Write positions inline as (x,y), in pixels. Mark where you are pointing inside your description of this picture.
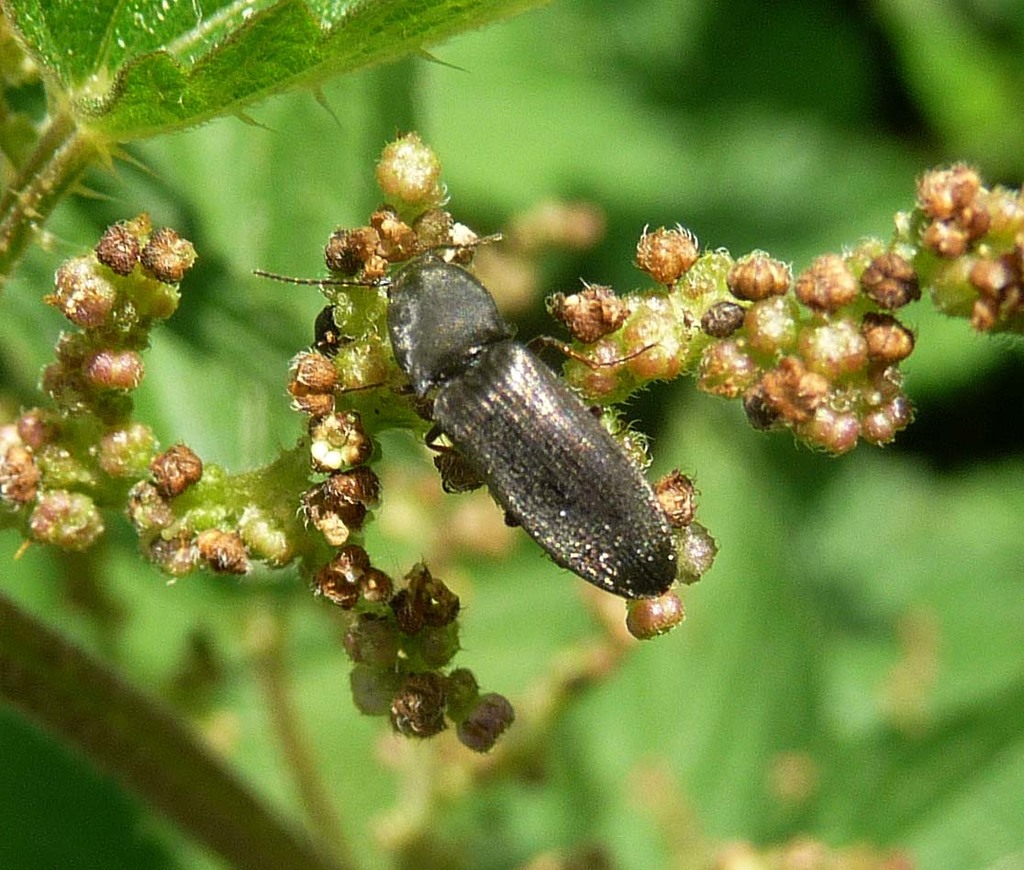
In this picture, we can see an insect (468,330) which is on the flower (651,339). In the background (453,150), we can also see green color.
